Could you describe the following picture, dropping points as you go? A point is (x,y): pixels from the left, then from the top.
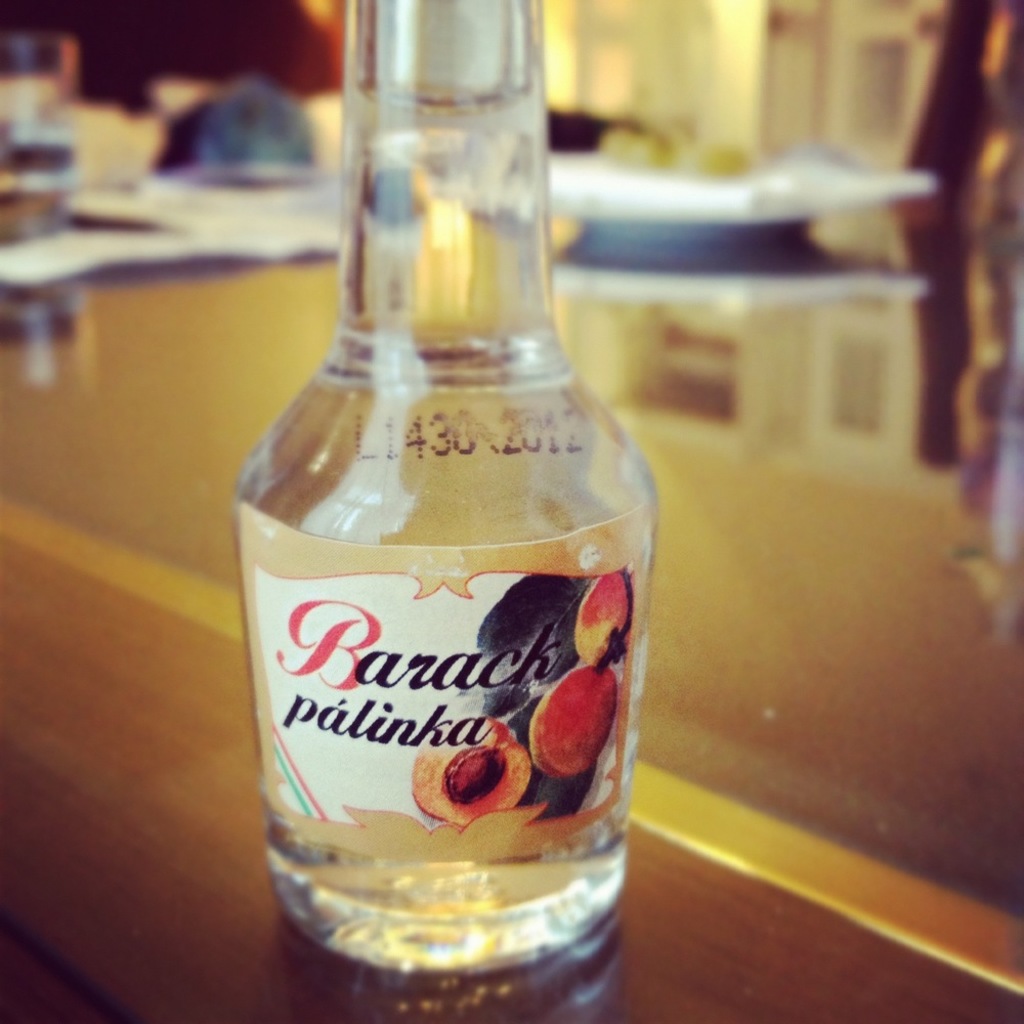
In the middle (516,612) there is a table (748,723) on that table (815,576) there is a bottle (418,268), on that bottle (480,757) there is a text (374,730).
